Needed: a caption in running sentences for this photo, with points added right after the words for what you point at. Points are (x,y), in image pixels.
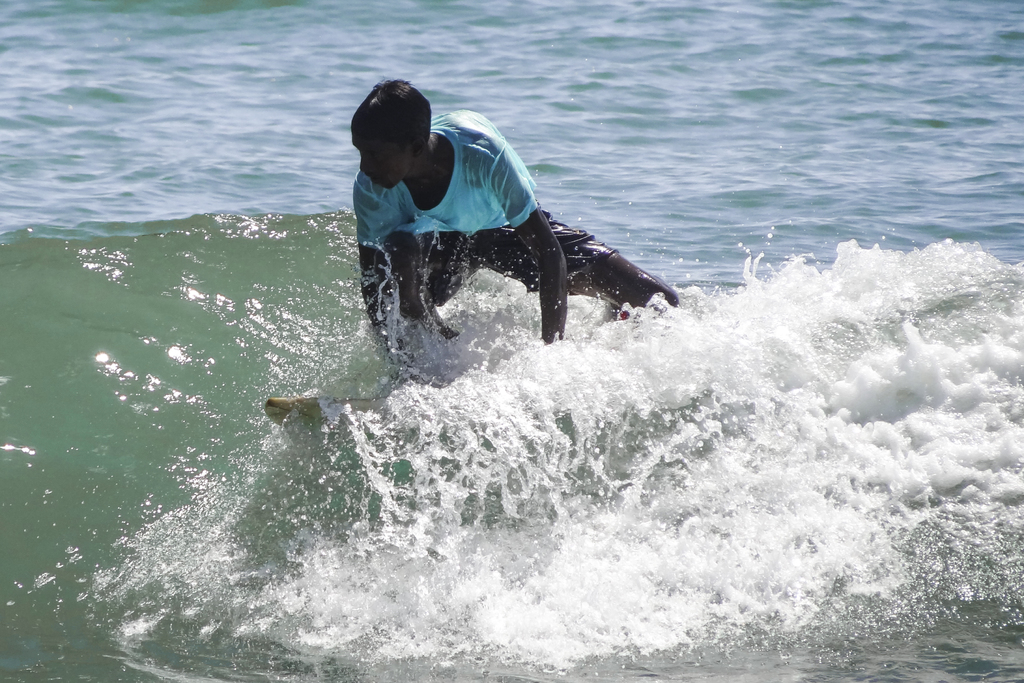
In the center of the image (570,289) we can see person (438,292) surfing on the water (432,543).
